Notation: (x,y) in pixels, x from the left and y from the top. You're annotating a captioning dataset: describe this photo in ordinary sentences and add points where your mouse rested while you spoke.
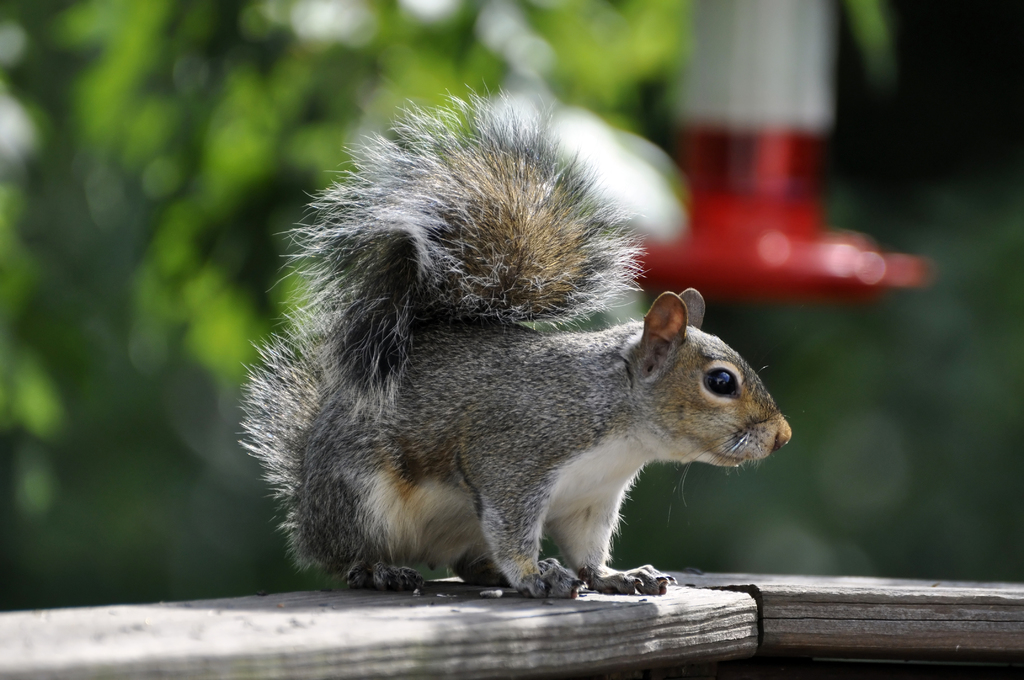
In this image I can see the squirrel (600,502) on the grey color surface (712,637). Background (659,48) is blurred.
